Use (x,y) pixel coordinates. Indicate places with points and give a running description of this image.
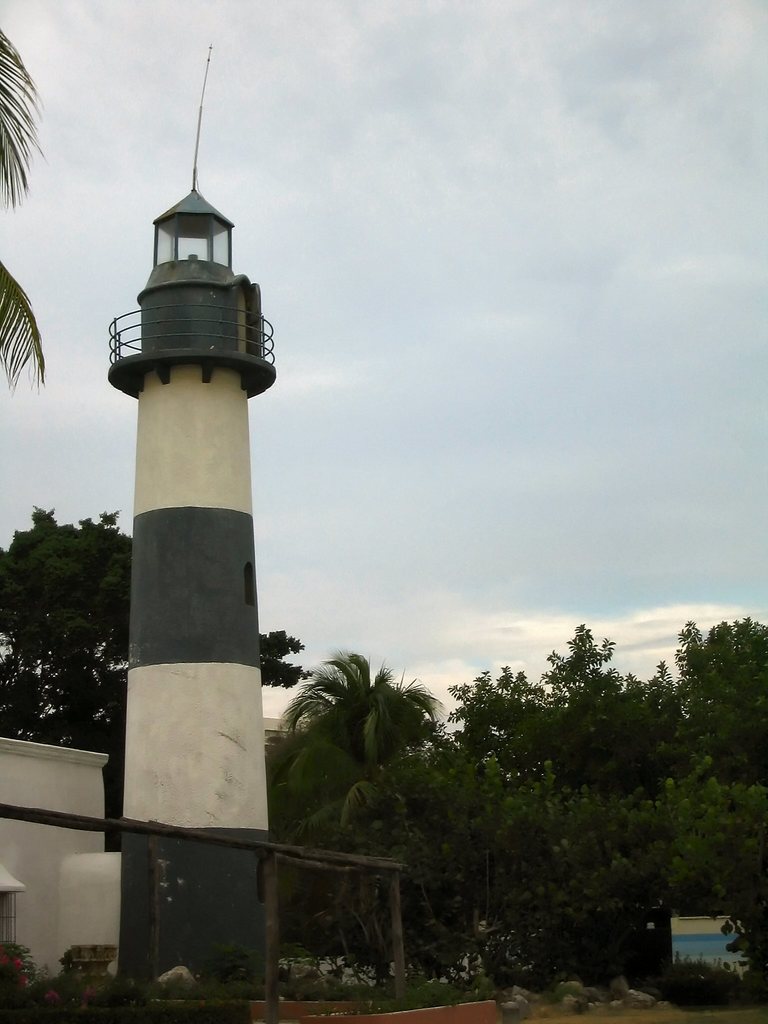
This image consists of a lighthouse (204,515). In the background (366,788), there are many trees (501,843). At the bottom (498,1017), there is ground (627,1023).
